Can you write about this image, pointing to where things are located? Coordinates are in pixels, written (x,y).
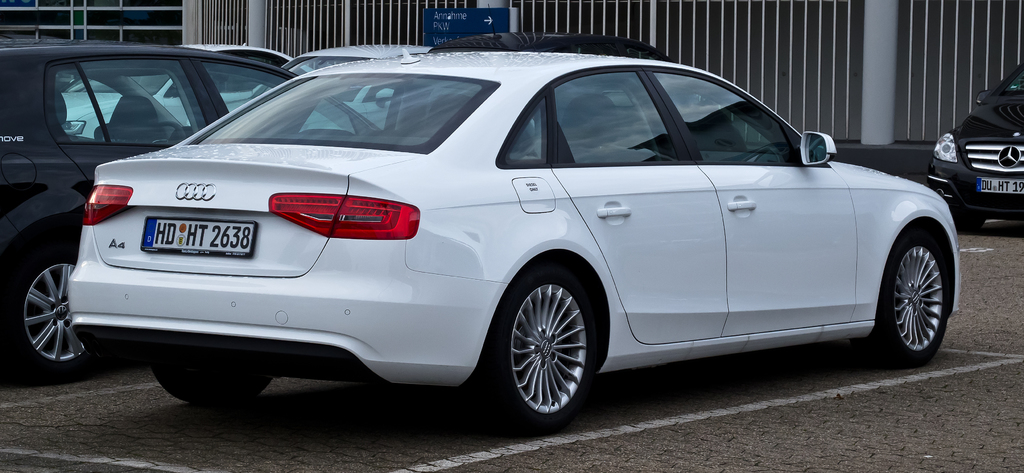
In this image, we can see some cars (300,129). There are grills (779,29) at the top of the image (702,24).
